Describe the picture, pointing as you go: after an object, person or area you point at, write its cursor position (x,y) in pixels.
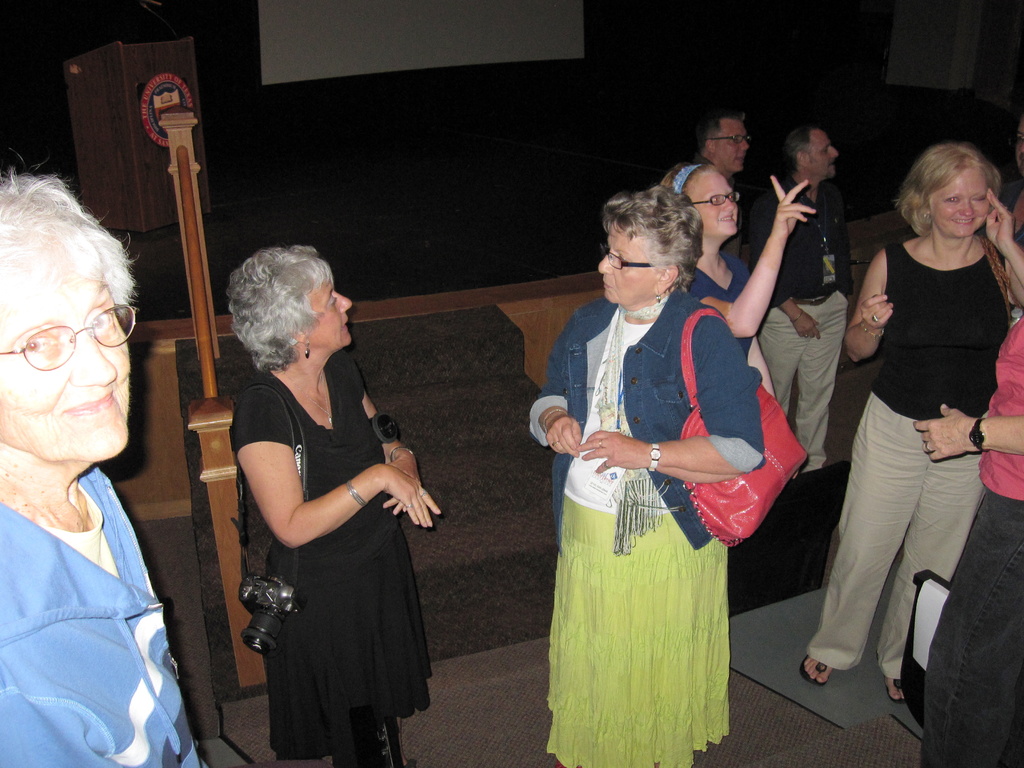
In the foreground of the picture (554,360) there are people (733,349) standing. In the center of the picture (361,265) there are staircase (433,359), stage (209,222), speaker (126,85) and a projector screen (478,58).
